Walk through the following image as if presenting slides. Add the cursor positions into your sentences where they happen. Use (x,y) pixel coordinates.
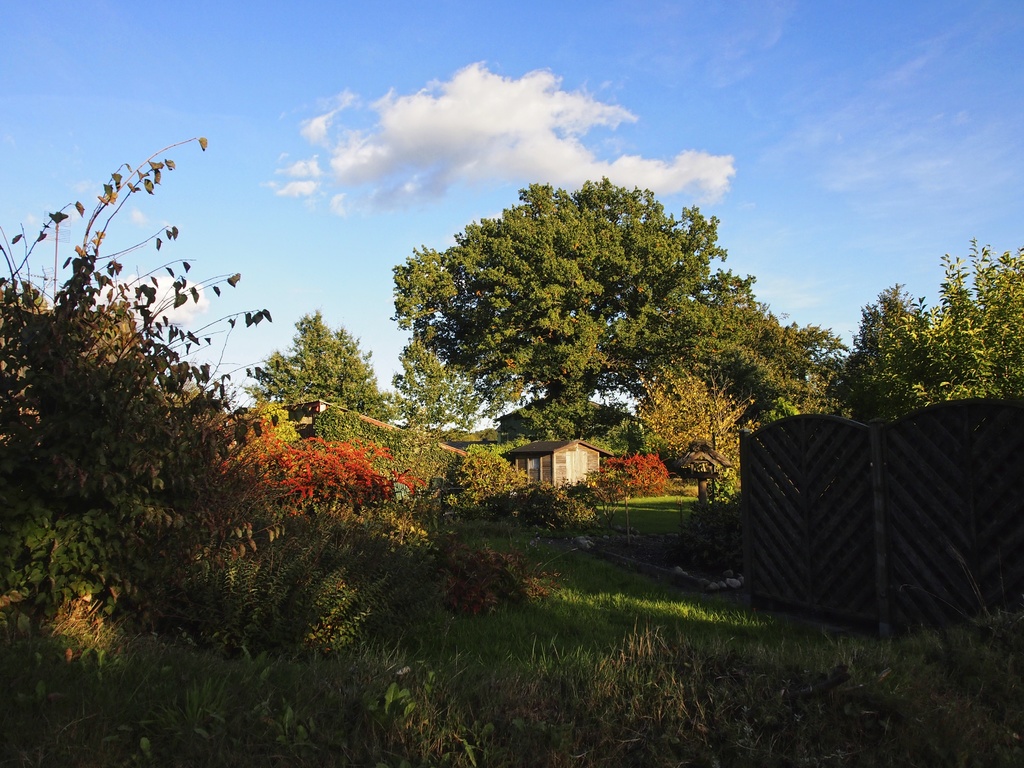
In this image I can see grass (521,709), plants (373,621), trees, houses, fence (824,574) and the sky (210,46). This image is taken may be during a day.
